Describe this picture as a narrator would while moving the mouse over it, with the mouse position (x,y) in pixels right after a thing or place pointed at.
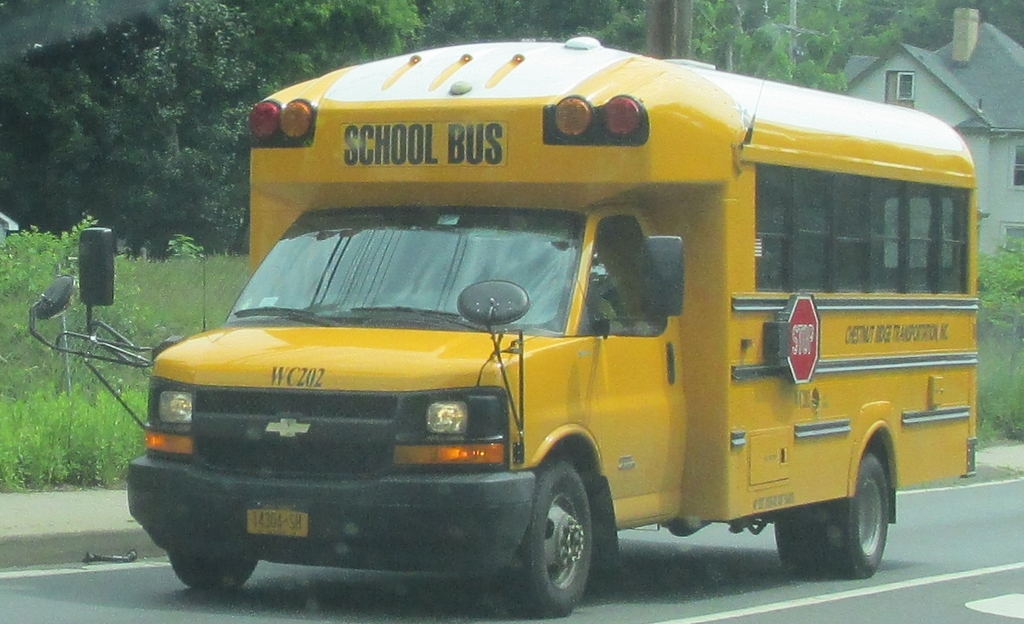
In this picture we can see the yellow color school bus (714,402) is moving on the road (143,577). Behind there are some trees (560,2) and white shed house (942,67).
